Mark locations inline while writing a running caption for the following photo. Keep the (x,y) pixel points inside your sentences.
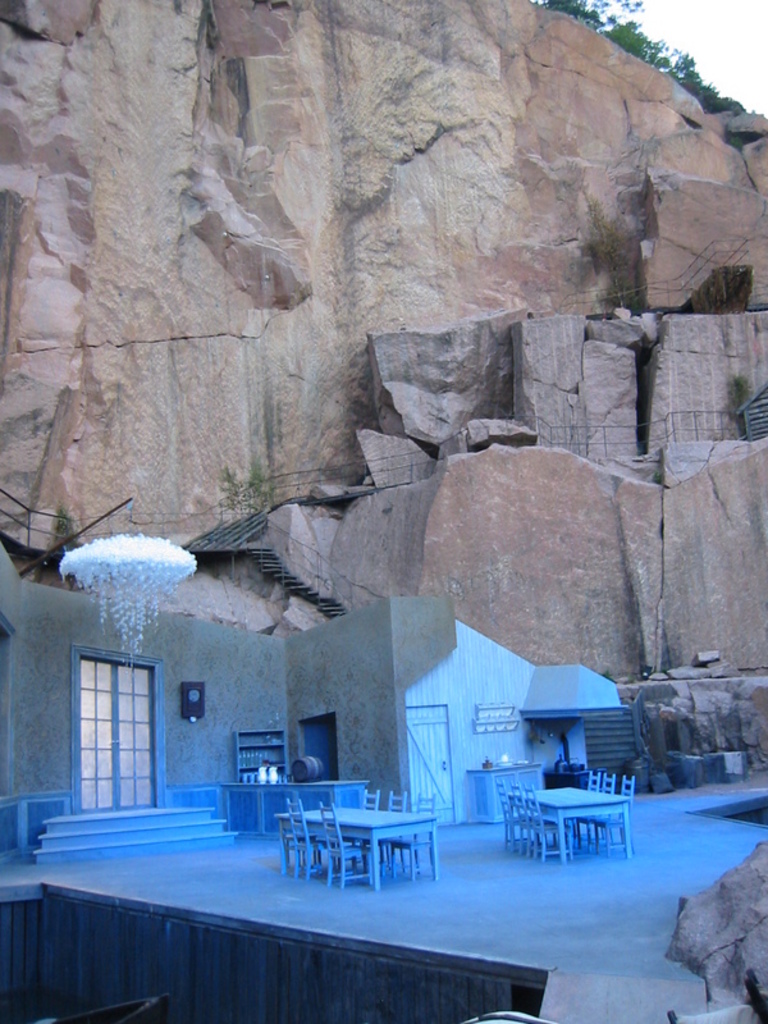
In the image on the floor (222,877) there are chairs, tables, doors (134,798), walls (222,760) and cupboards (281,774). And also there is a handmade cloud (134,630). Behind them there is a hill (133,526) with rocks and on the rocks (510,63) there are steps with railing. At the top of the image (681,68) there are trees (685,65).
